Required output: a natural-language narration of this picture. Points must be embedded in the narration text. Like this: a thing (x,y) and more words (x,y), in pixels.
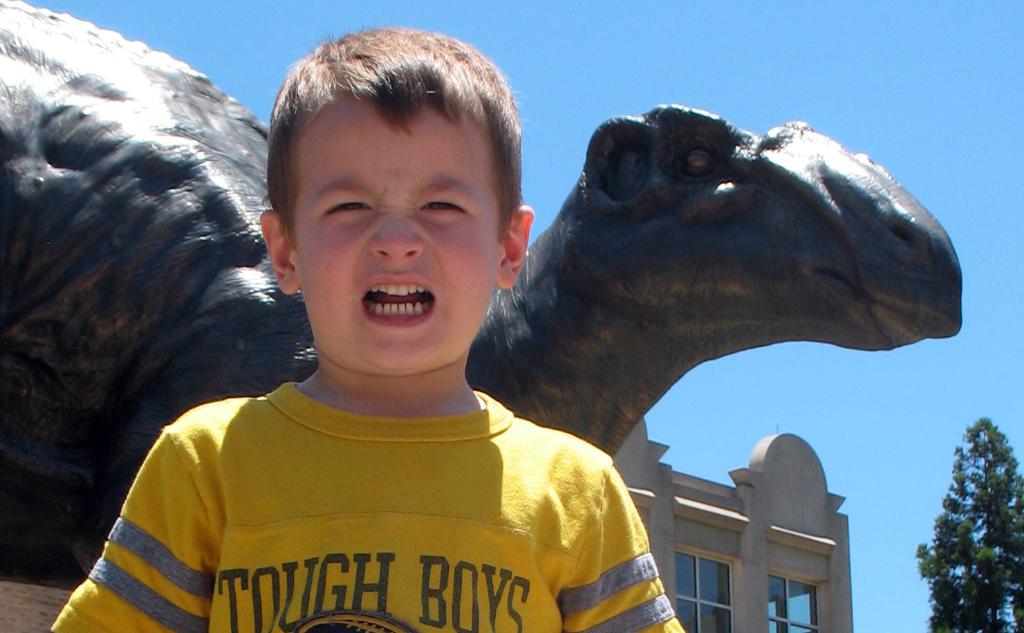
Here we can see a boy (355,335). In the background (147,182) there is a dinosaur statue (581,413), building (825,553), windows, tree (1000,503) and sky (903,451).
